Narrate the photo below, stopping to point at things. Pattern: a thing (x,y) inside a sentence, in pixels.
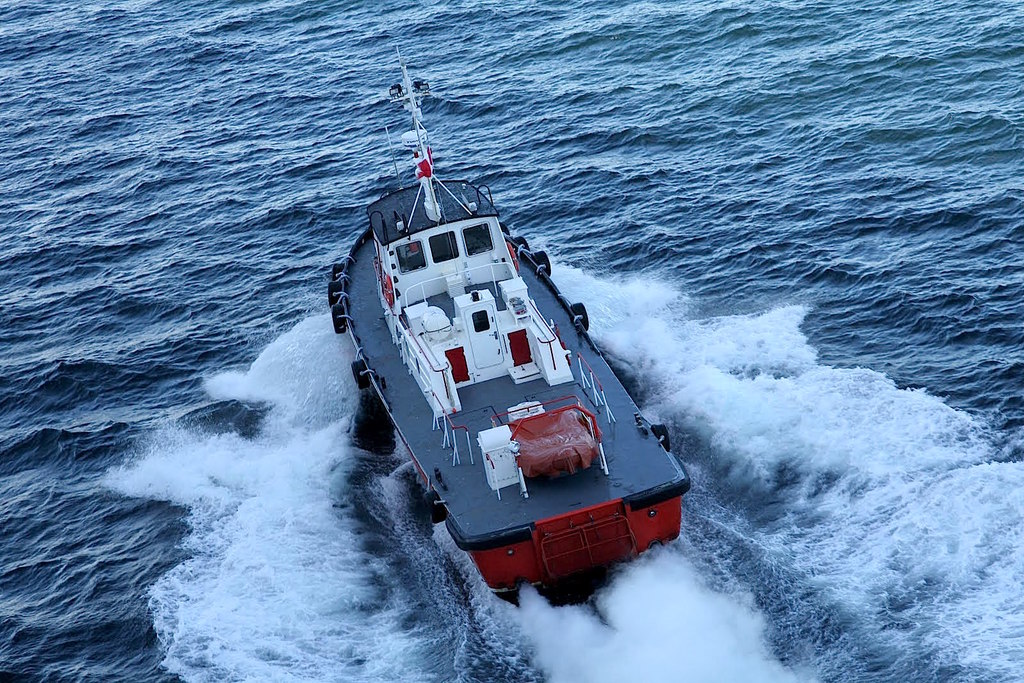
This picture might be taken in a ocean (860,428). In this image, in the middle (648,455), we can see a boat (655,467). On the boat (655,466) there are some boxes (507,466) and a tower (429,167). In the background (727,163), we can see a water (731,513) in a ocean (701,490).
